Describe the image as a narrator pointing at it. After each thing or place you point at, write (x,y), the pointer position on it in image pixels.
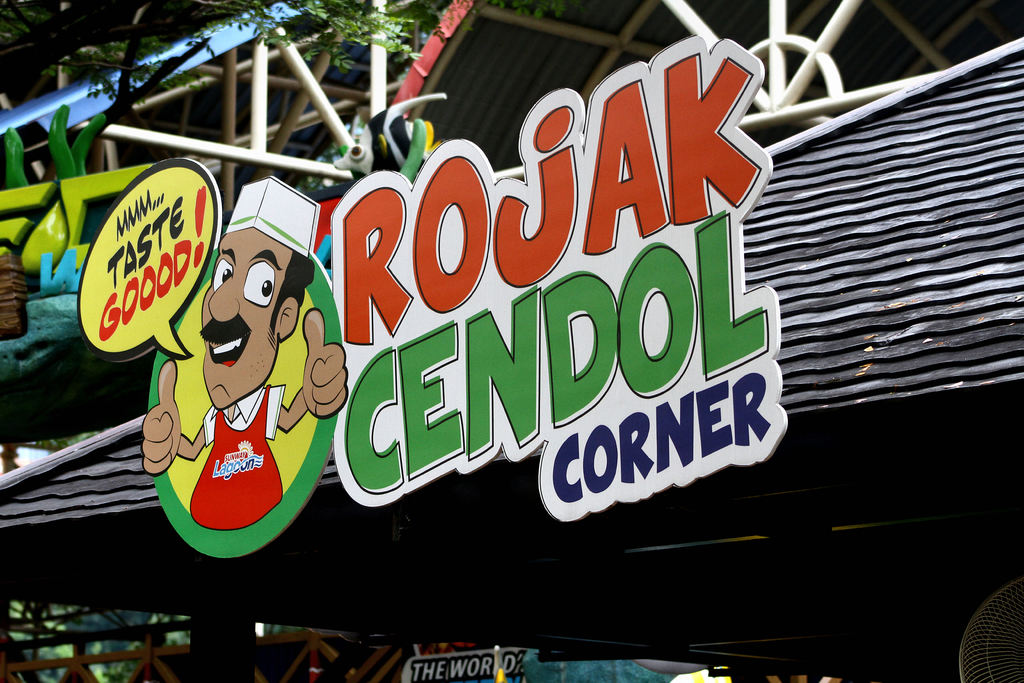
Here it seems to be a shed (883,291). In the middle of the image (559,258) there is a board (471,306) attached to the roof (829,276). On this board (456,357), I can see some text (427,297) and a cartoon image (216,394) of a person (255,360). At the top of the image (784,43) there are many metal rods (112,162) and few leaves (194,27) are visible.
